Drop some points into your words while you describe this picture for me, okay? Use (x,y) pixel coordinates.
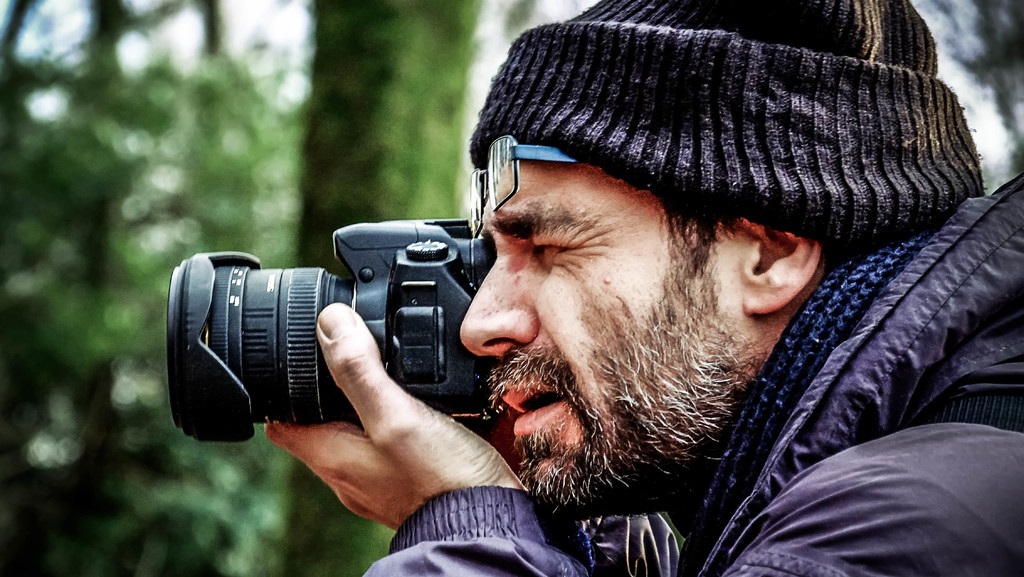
This image consists of a person (551,452) who is holding a camera (407,356) near his eye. He is wearing a cap (799,197) and jacket (899,318). There are trees (395,1) on the left side (161,167).
